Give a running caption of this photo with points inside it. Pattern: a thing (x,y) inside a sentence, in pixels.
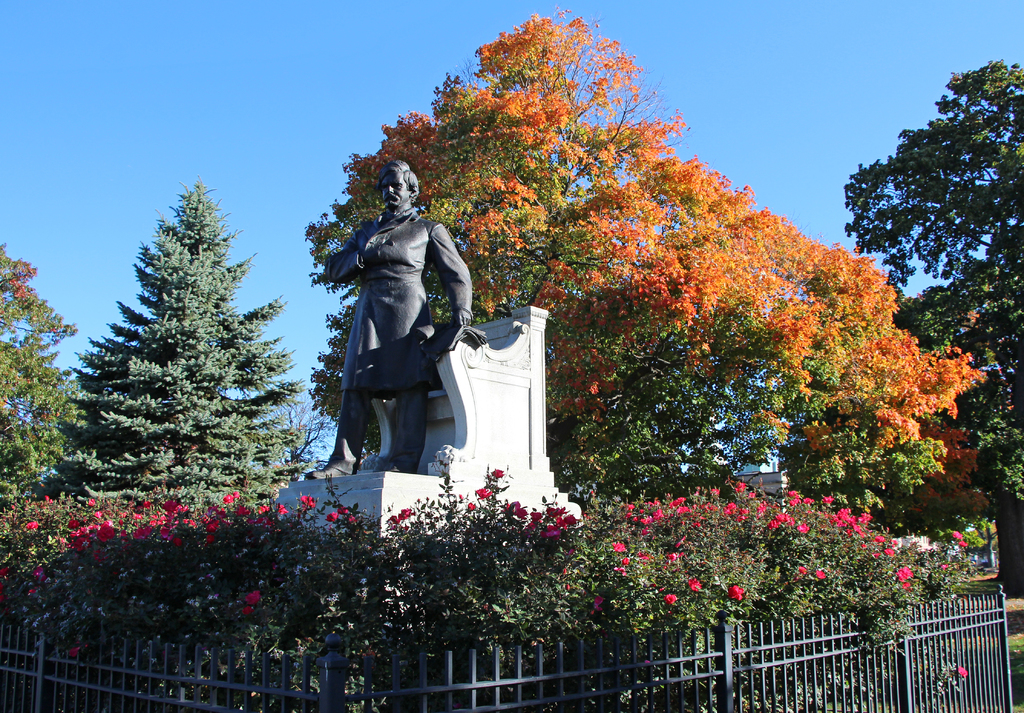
In this image we can see fence (534,679), plants (569,582) with flowers (904,579), statue (405,466), trees (783,445) and the blue sky (294,115) in the background (144,156).
